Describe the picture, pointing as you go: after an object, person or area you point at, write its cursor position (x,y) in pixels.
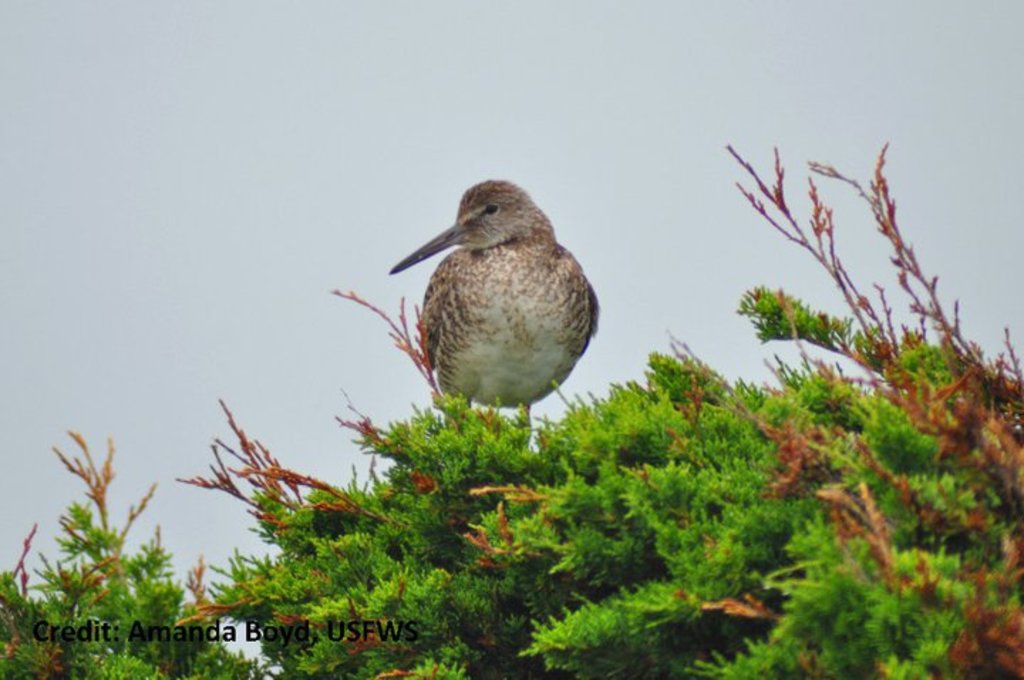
In this image there is a bird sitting at the top of a tree (304,596) also there is some text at the bottom (86,629).
